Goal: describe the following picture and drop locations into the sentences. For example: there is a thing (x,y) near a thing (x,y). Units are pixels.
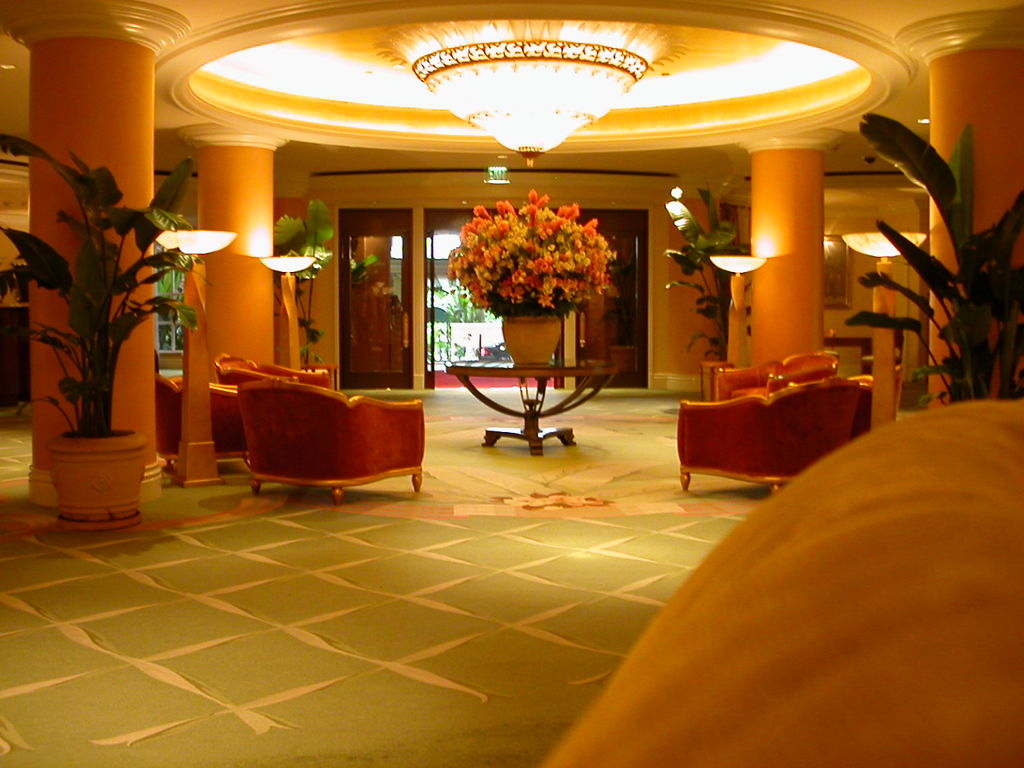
In this picture there are several chairs (241,400) at the center of the image (365,411) and some trees (685,213) around the image and a decorative ceiling (454,151) above the image it seems to be an entrance (344,214) of a hotel (569,332) which is highlighted with the lights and decorative pieces (542,355).
